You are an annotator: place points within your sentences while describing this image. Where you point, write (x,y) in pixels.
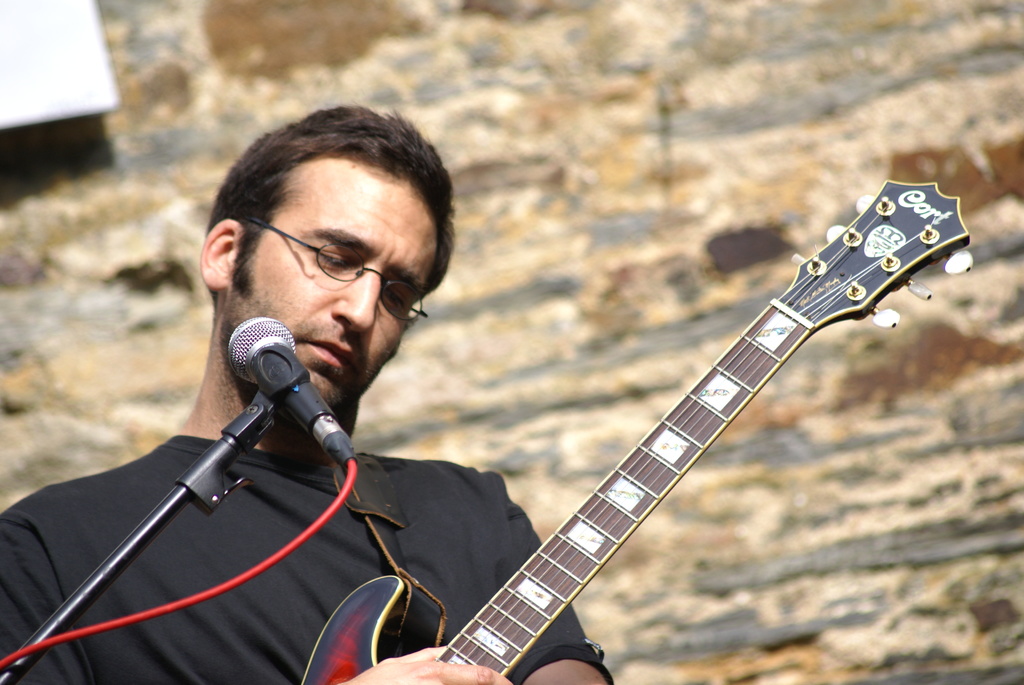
In this picture there is a man (225,350) who is standing at the left side of the image (311,560) by holding the guitar (892,273) in his hands (417,681) and there is a mic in front of him.
